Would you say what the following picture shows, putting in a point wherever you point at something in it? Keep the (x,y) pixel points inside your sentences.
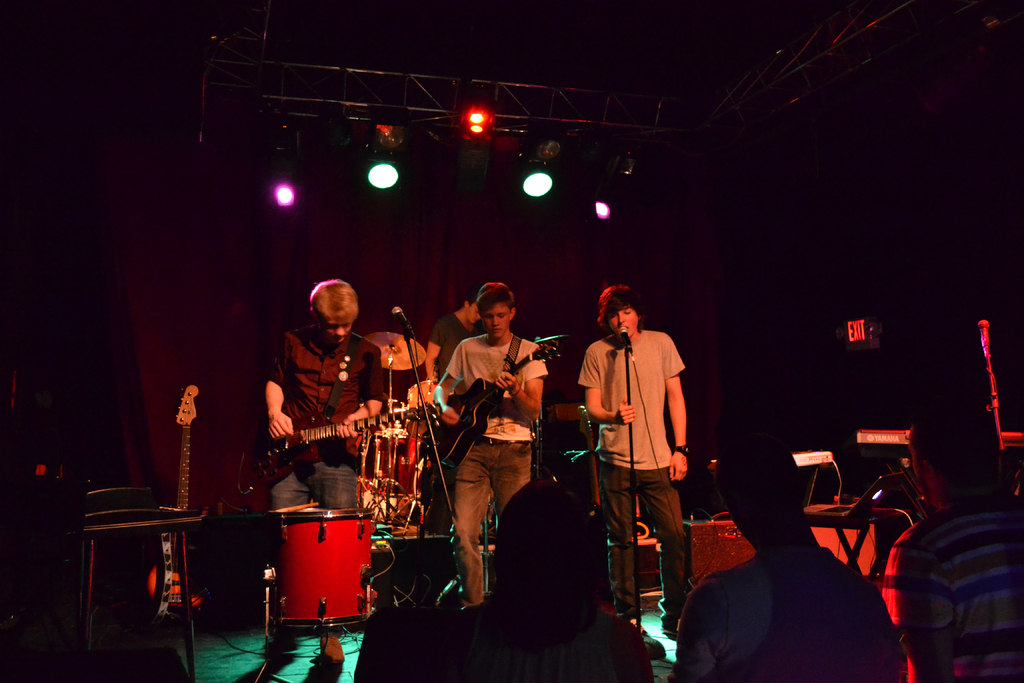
Here we can see a band (635,398), in which the two (515,430) on the left (339,317) are playing guitars (477,427) and the guy (588,365) on the right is singing with a microphone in front of him and behind them there is a guy (437,360) who is playing drums (419,362) and at the top (478,104) we can see colorful lights (283,204) and at the bottom right (777,593) we can see people (584,510) enjoying their music.
